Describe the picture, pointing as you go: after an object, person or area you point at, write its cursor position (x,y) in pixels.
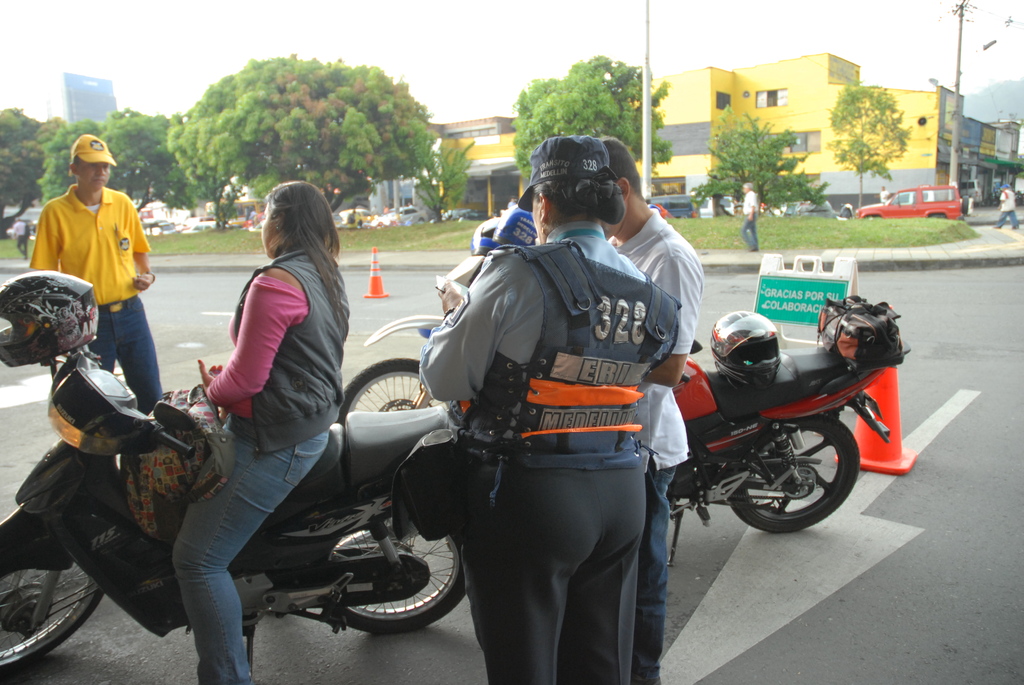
In this image we can see there is a road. On the road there are three vehicles (405,434) parked, in the one of the vehicle (301,496) there is a lady (287,323) sitting and talking to the boy (110,245), who is in front of her wearing yellow T-shirt (128,256), beside her there are another two persons (592,474) standing on the road (873,622). In the background of the image (733,205) there are many vehicles (149,225) are on the road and some people (748,211) are walking on the path (768,251) of the road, trees (615,118), buildings (765,117), utility poles (960,19) and sky (910,2).
